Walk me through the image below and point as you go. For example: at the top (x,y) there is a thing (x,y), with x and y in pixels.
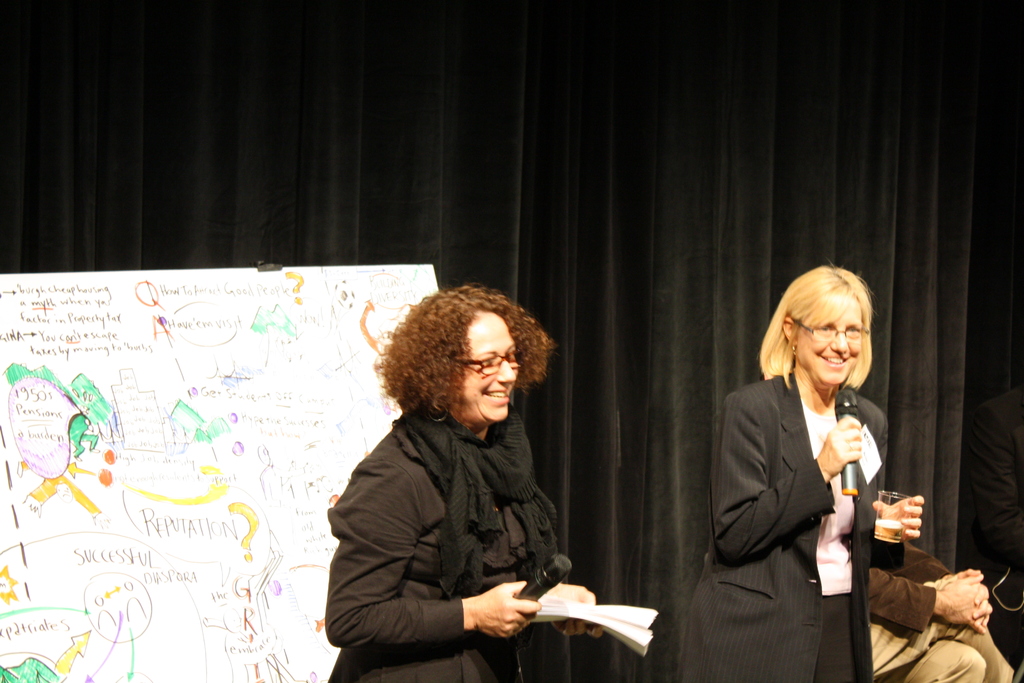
In this image there are two ladies (364,510) standing on the stage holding microphones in hands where one of them is holding glass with water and other one holding papers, behind them there is a white board (65,414) and some note (58,430).
